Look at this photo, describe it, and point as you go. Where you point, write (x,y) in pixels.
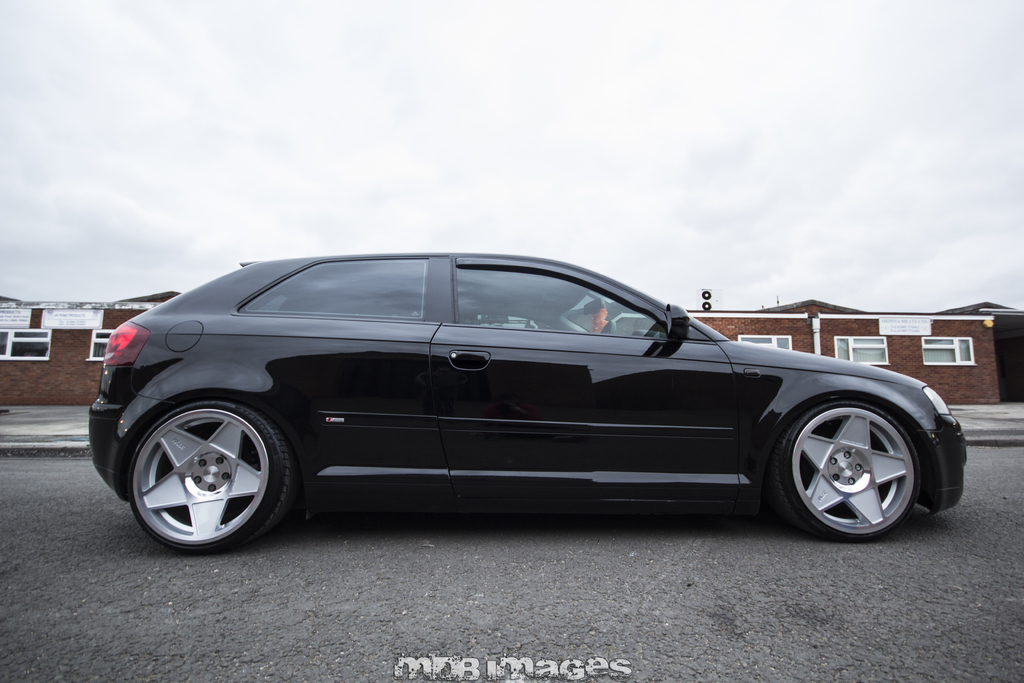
In this image in the front (414,385) there is a car (450,414) which is black in colour. In the background (47,357) there are houses (991,340) and the sky (432,181) is cloudy and at the bottom of the image (510,668) there is some text (526,669) which is visible.
